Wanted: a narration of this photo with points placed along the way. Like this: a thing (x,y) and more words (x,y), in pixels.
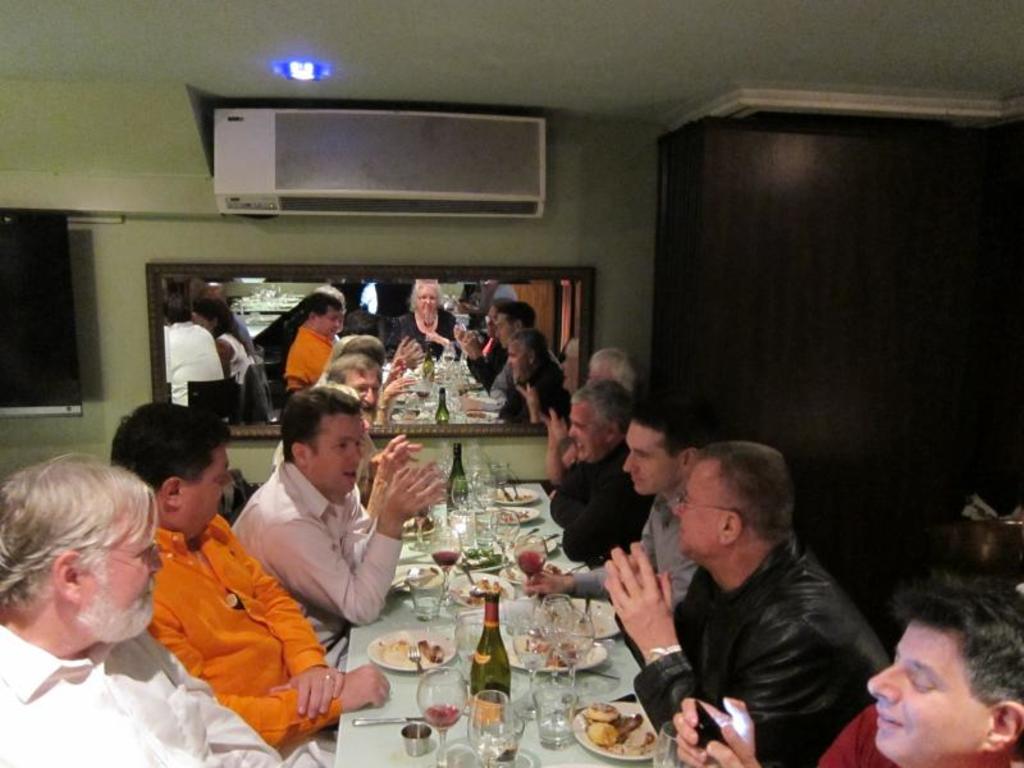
Few persons (311,491) sitting on the chair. There is a table (492,581). On the table (534,729) we can see bottle (479,665), glass (554,714), plate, food (426,651), spoons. There is a mirror (379,331). On the background (146,242) we can see wall (175,254). On the top (287,64) we can see light (306,71).
